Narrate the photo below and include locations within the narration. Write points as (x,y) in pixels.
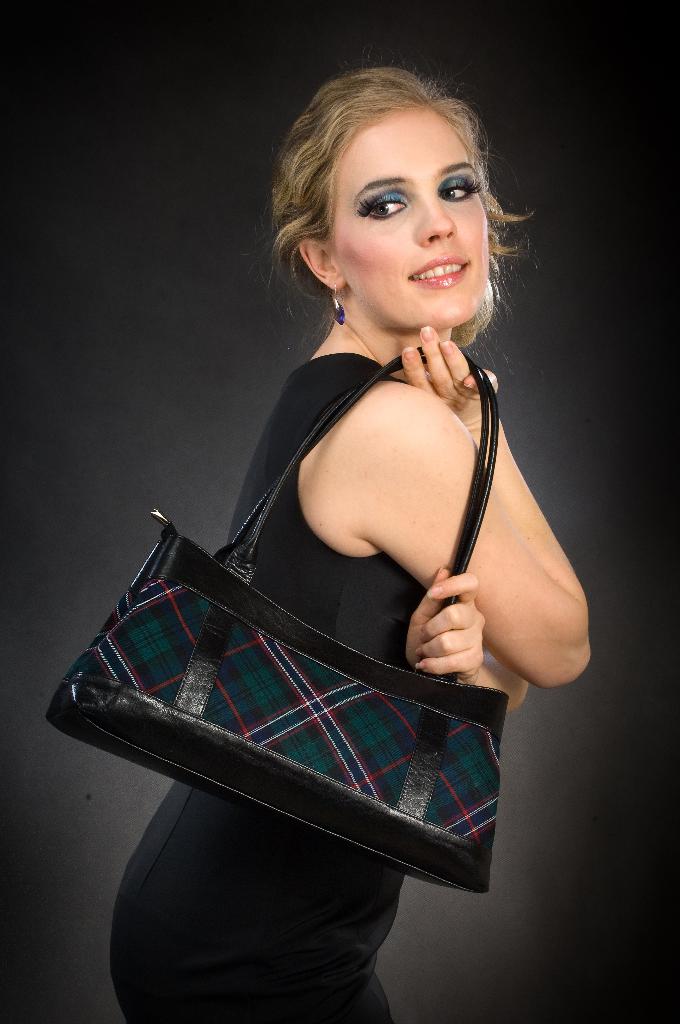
In the picture we can find a woman (422,340) wearing a handbag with black dress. In the background (673,135) we can find a black wall (524,427).
